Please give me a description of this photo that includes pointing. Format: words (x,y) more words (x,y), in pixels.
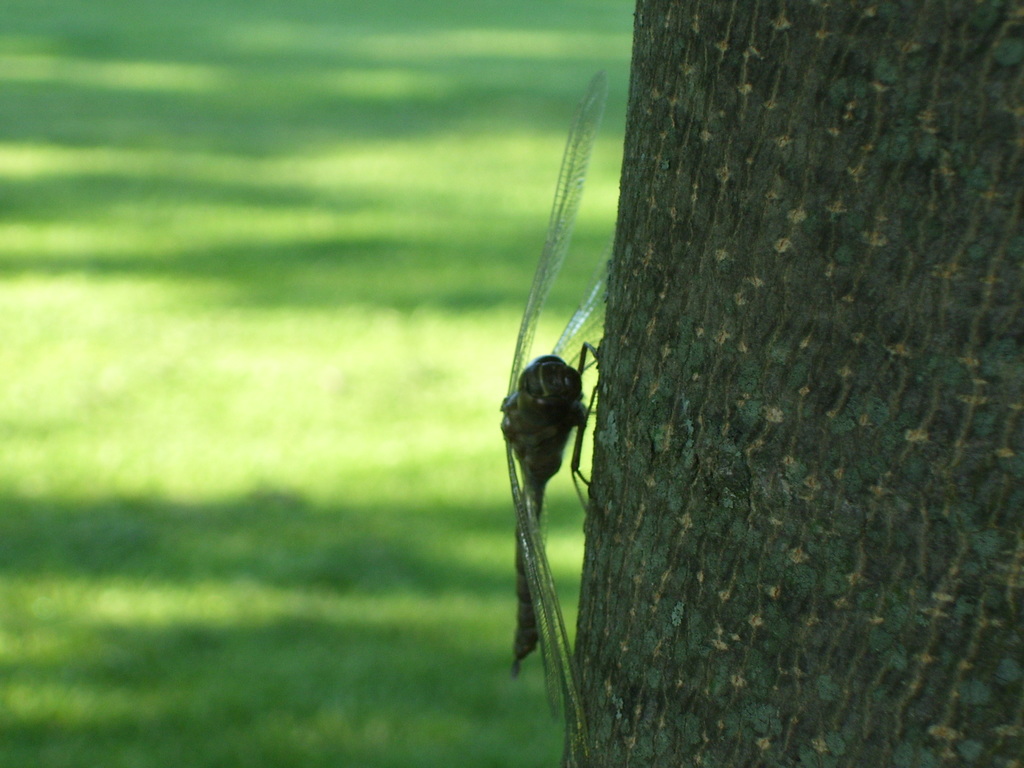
In the foreground of the picture (797,244) there is a trunk (791,342) of the tree (830,477), on the trunk (596,490) there is a dragonfly (549,385). In the background (222,195) towards left (235,181) there is greenery (203,382).
